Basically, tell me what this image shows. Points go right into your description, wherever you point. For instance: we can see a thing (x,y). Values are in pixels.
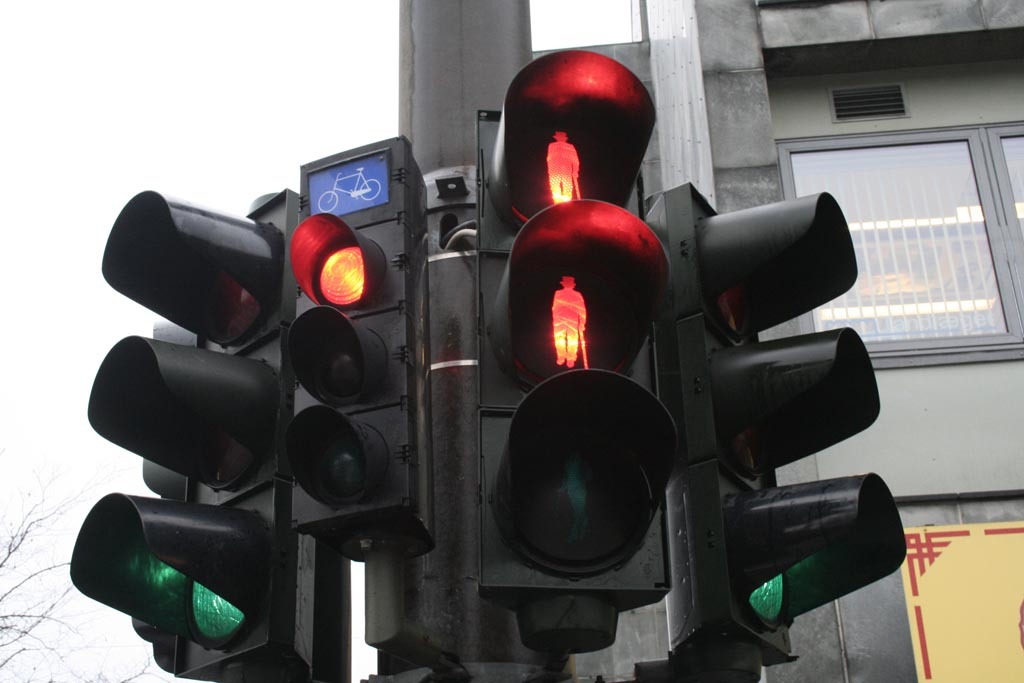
In this image there are signal lights (329,254), signboard (371,157), pole (435,148), building (949,27), tree (38,567), sky (4,477) and board (979,546). Through the window (904,267) lights (885,308) are visible.
